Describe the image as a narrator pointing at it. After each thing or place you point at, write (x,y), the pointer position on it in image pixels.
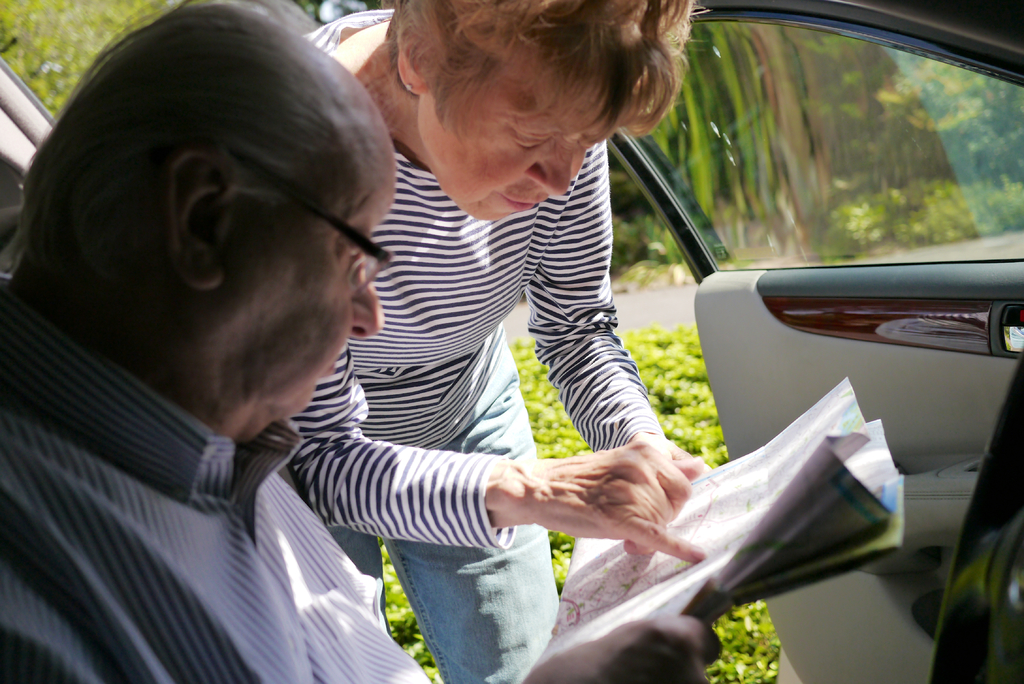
In the image we can see there is a man (306,648) who is sitting in the car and the woman (509,232) is standing and they are holding a paper (699,573).
